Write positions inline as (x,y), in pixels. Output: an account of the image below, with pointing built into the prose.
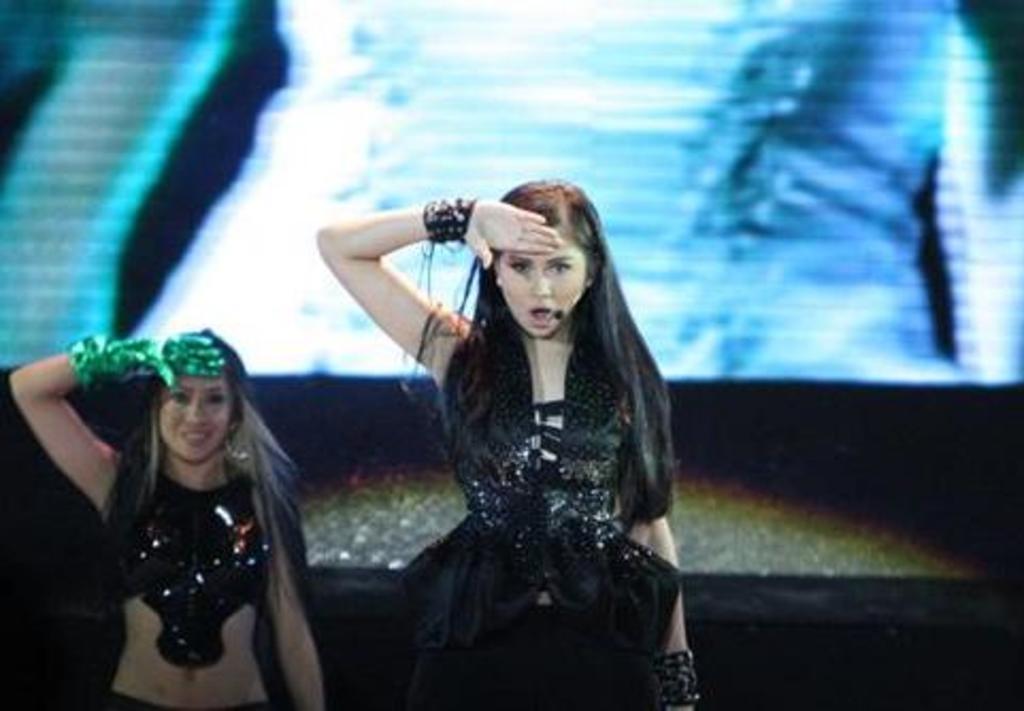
In this picture we can see two girls (133,596) and in the background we can see a screen (16,43).
